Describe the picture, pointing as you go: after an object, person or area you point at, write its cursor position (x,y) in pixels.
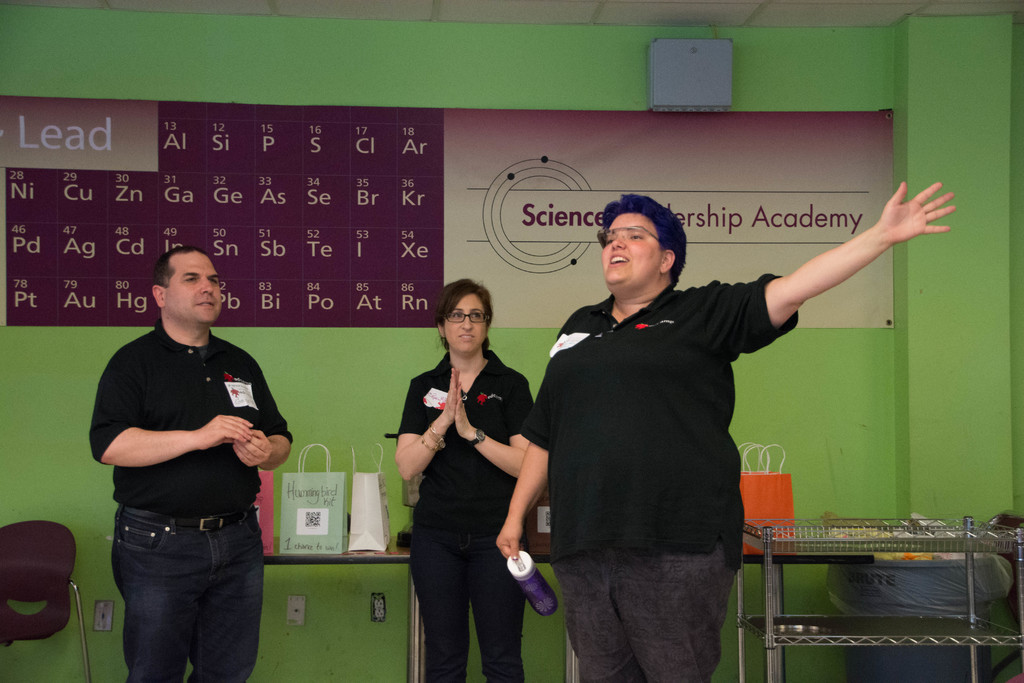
In this picture there are people (431,416) those who are standing in the center (538,321) and on the left side of the image (244,571), there is a table (387,544) behind the people (646,515) in the center of the image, which contains carry bags (343,492) on it, there is a poster (761,144) on the wall (26,84), there is a chair (68,548) on the left side of the image (6,577).
